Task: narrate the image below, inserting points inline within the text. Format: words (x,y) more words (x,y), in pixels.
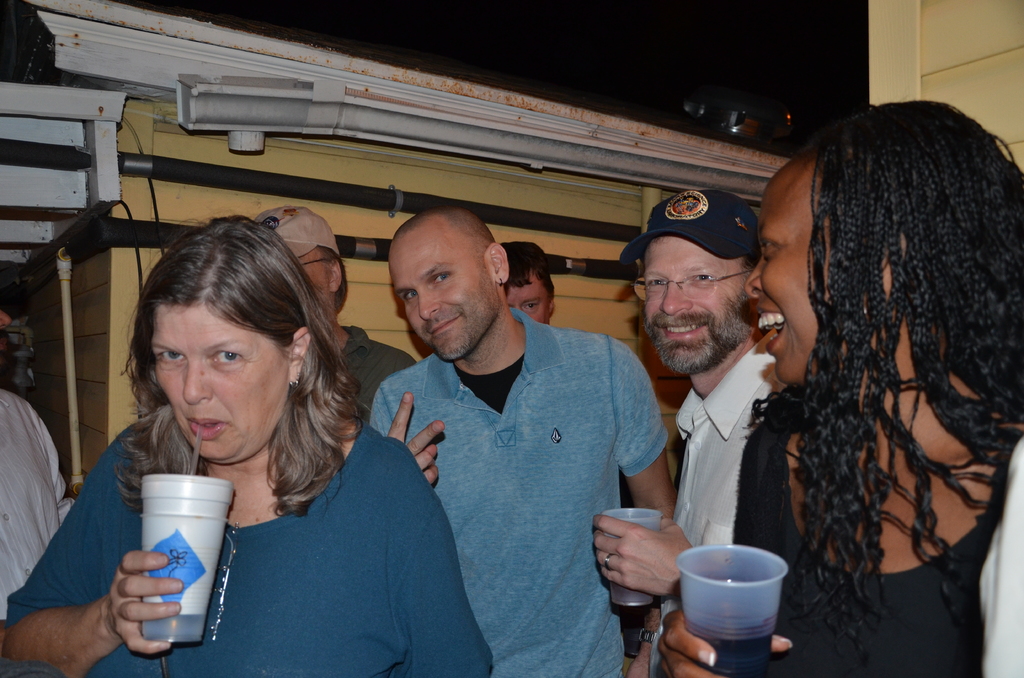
In the picture we can see this woman (277,586) wearing a dress (195,649) is holding a cup (188,565) in her hands (137,624) and these two persons (858,508) on the right side (939,540) are also holding a glass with a drink (740,640) in it. In the background (574,531), we can see a few more people (460,367), we can see the wall (559,204) and pipes (76,252).
